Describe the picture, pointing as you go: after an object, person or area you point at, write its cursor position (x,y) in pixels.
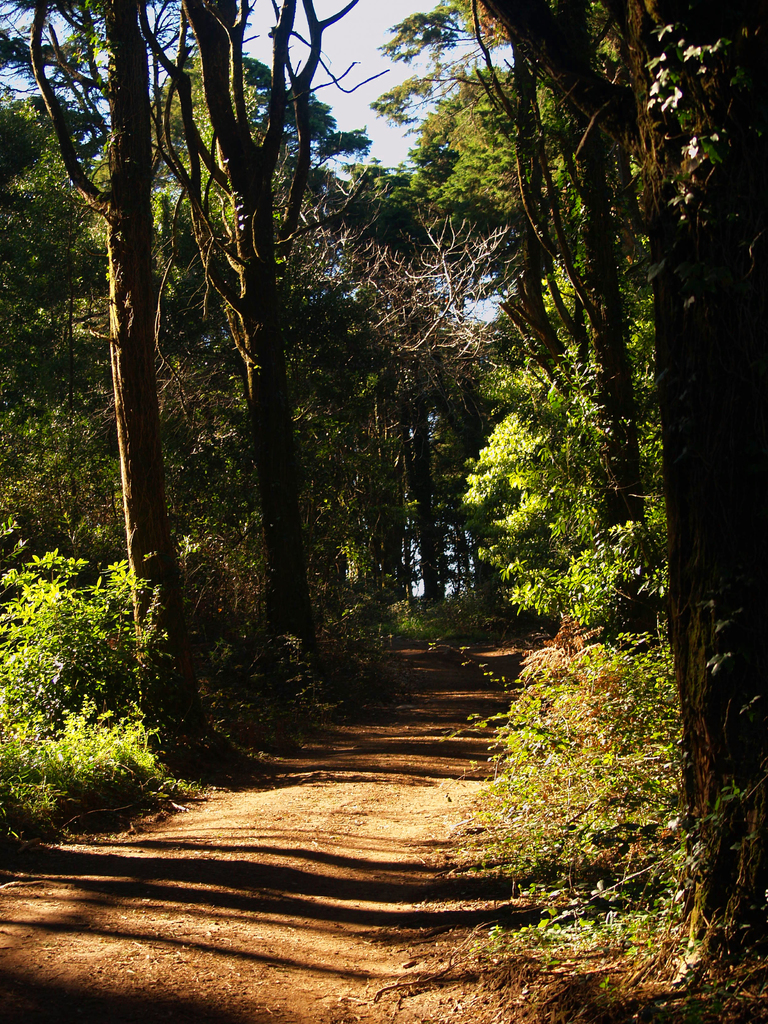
In this picture we can see some plants (577,701) and trees (515,394) on the right side (613,431) and left side (22,361), at the bottom (230,896) there is soil (268,906), we can see the sky (359,68) at the top of the picture (359,68).
